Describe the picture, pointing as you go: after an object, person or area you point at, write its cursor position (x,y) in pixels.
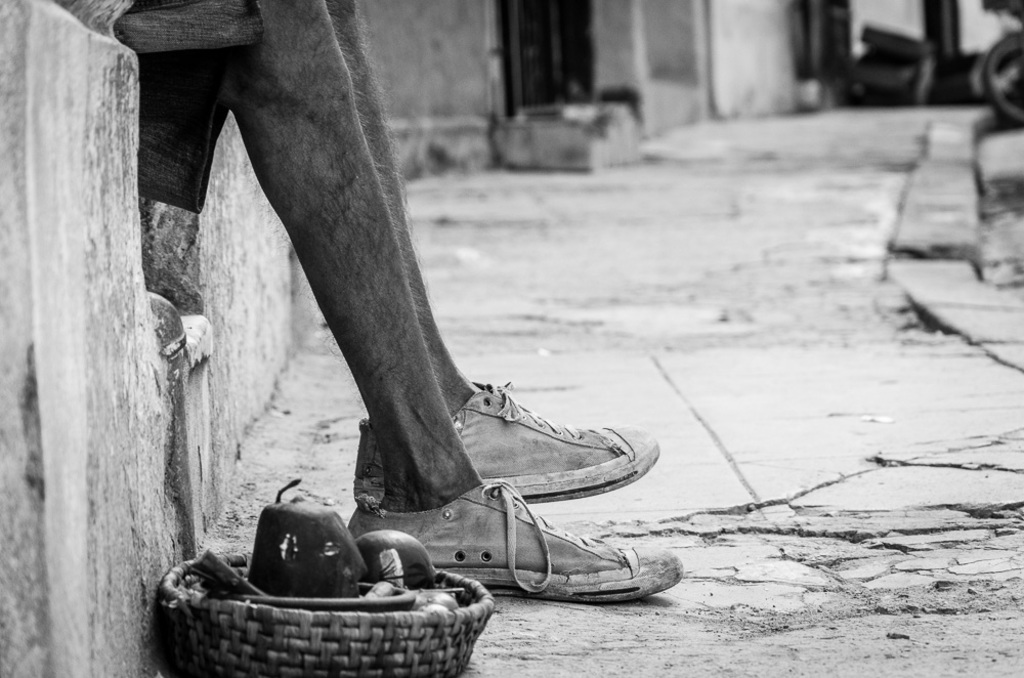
It is a black and white picture and there are two legs (393,345) of a person (490,475) are visible in the image and he is wearing shoes (505,521), there is a small basket (344,634) beside the legs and the background (799,144) is blurry.
